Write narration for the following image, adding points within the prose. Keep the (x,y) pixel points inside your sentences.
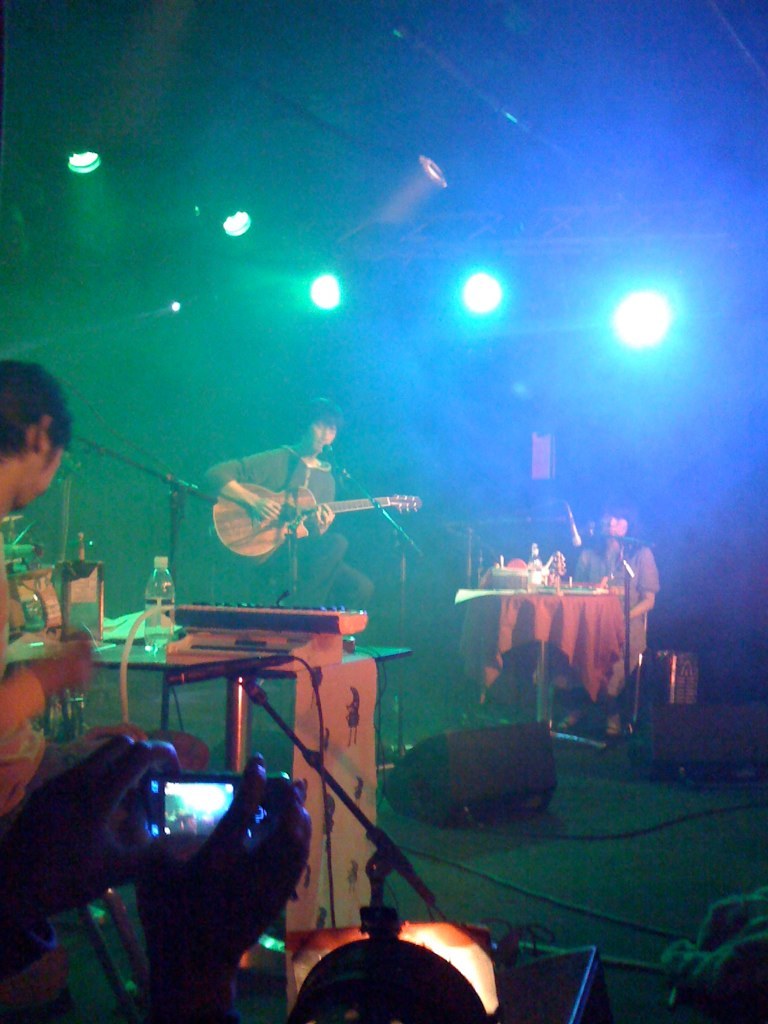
In the foreground of this image (45,420), on the left (19,417), there is a person (23,747) sitting in front of a table (166,657) on which, there is an equipment (208,625) and few objects (71,584). At the bottom (166,907), there are hands (109,875) of a person (208,865) holding mobile (222,795) and the light (465,982). In the middle (331,407), there is a man (286,468) holding a guitar (280,509) in front of a mic stand (404,553), few speaker boxes (711,746) on the green carpet (598,791) and a person (631,598) sitting in front of a table (537,610) on which there are few objects (533,568). We can also see few lights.
